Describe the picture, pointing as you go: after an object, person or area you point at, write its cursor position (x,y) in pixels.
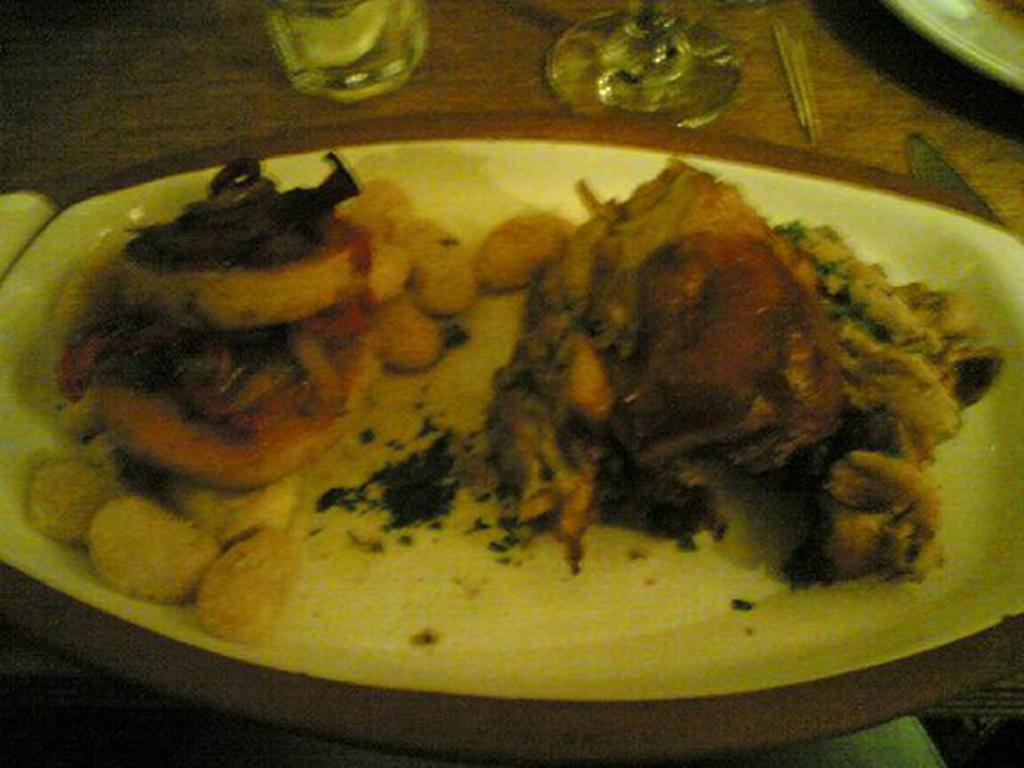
In this picture, we see a plate (400,437) containing food (603,286), glasses (364,49), knife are placed on the table (156,93). In the right top (970,10), we see a plate (1011,45) which is placed on the table (934,93).
